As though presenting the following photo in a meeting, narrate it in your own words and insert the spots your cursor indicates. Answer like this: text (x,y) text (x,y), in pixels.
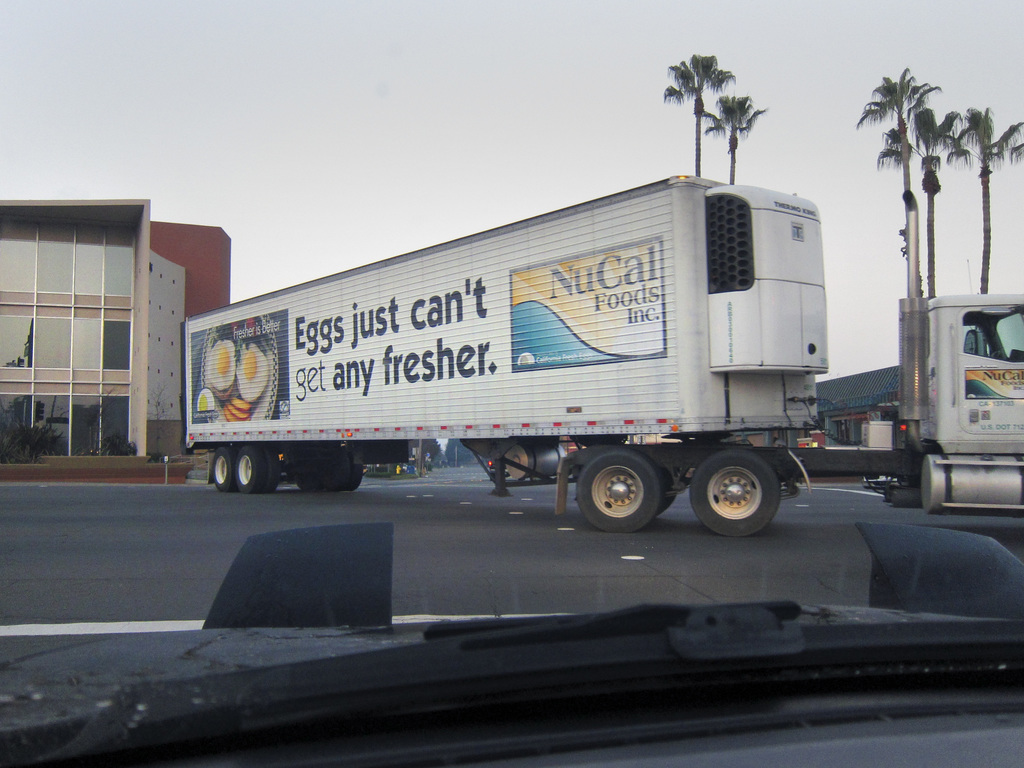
In this image in front (982,436) there are vehicles (721,532) on the road (147,530). In the background of the image (151,368) there are buildings (128,391), trees (1000,157) and sky (395,91).
